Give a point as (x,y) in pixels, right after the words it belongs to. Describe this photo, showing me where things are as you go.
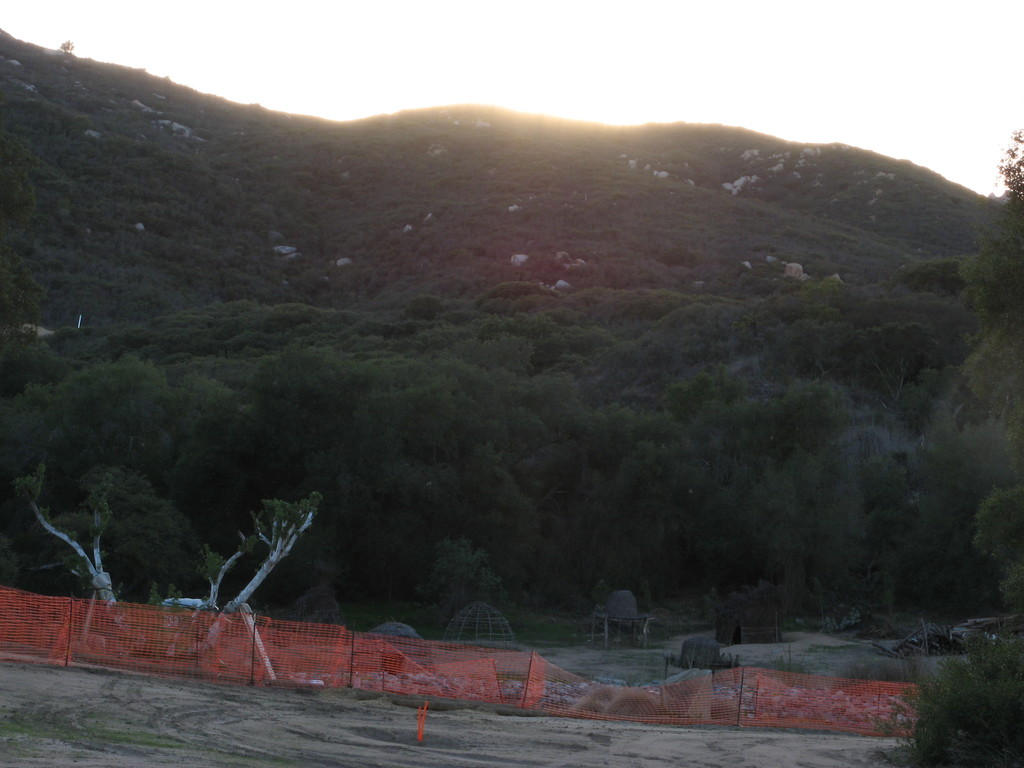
In this image I can see the ground (638,648), the orange colored net (444,654), few wooden poles (638,626) and few structures (638,626) which are made of wood (629,600) and in the background (755,412) I can see few trees (833,385), a mountain (688,135) and the sky (561,81).
